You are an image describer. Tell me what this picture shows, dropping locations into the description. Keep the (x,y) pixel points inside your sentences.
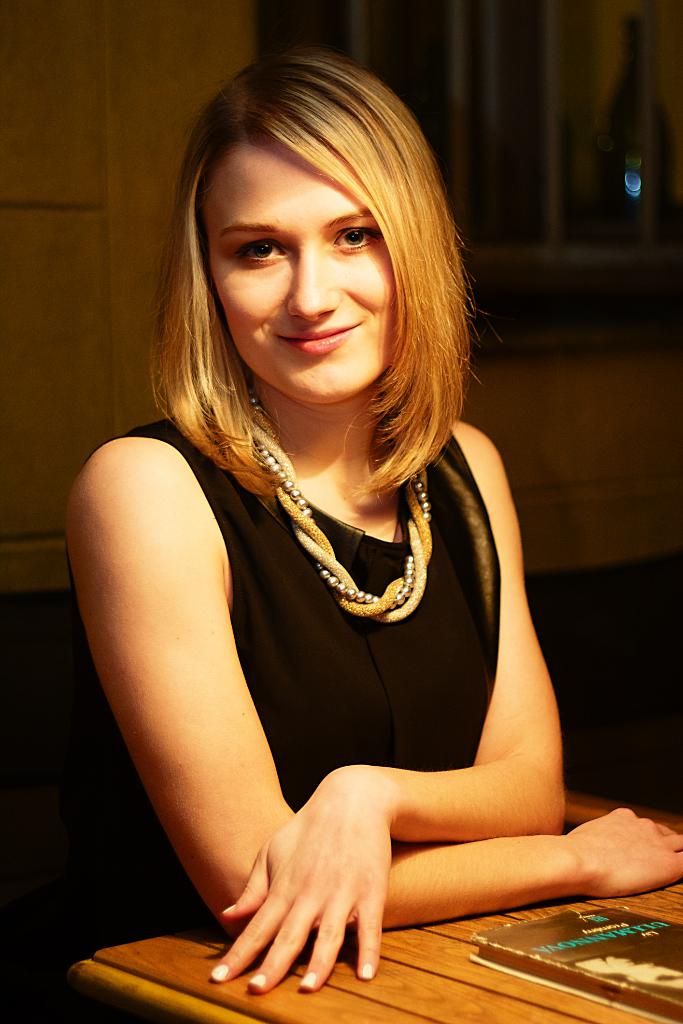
In this picture there is a woman (242,420) who is wearing black dress (434,655) and locket (419,566). She is smiling and sitting near to the table (365,1003). On the table (460,936) there is a book (559,948). In the back (562,163) I can see the window cloth (509,153) and wooden wall (1,261).
